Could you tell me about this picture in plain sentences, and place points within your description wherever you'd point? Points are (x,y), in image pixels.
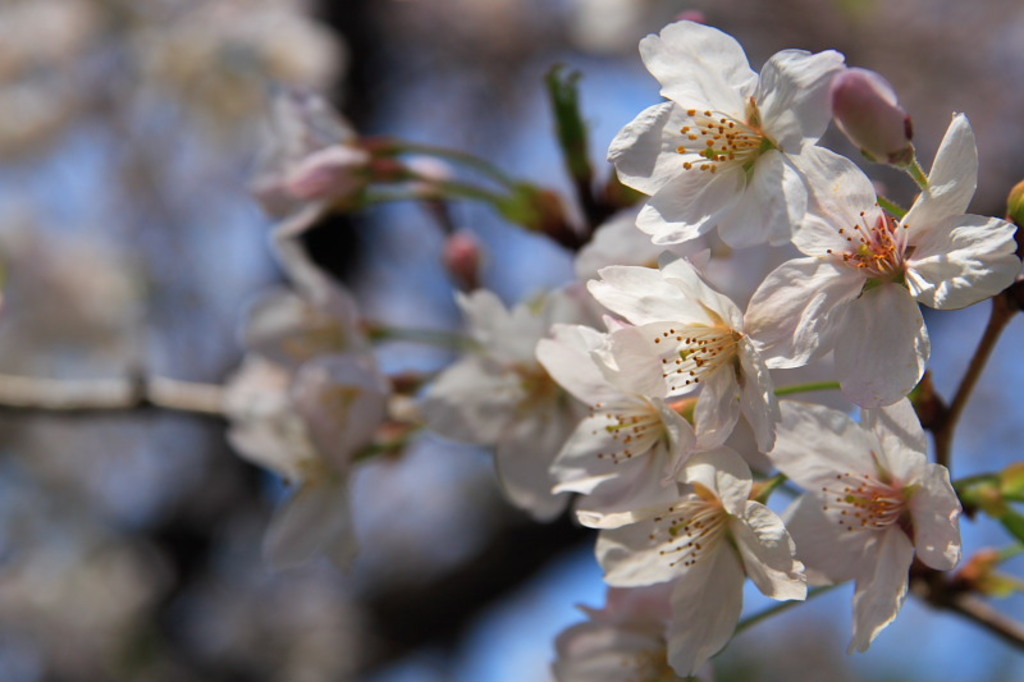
Background (18,119) portion of the picture is blur. In this picture we can see white flowers (899,315), stems (937,450) and buds (473,277).
